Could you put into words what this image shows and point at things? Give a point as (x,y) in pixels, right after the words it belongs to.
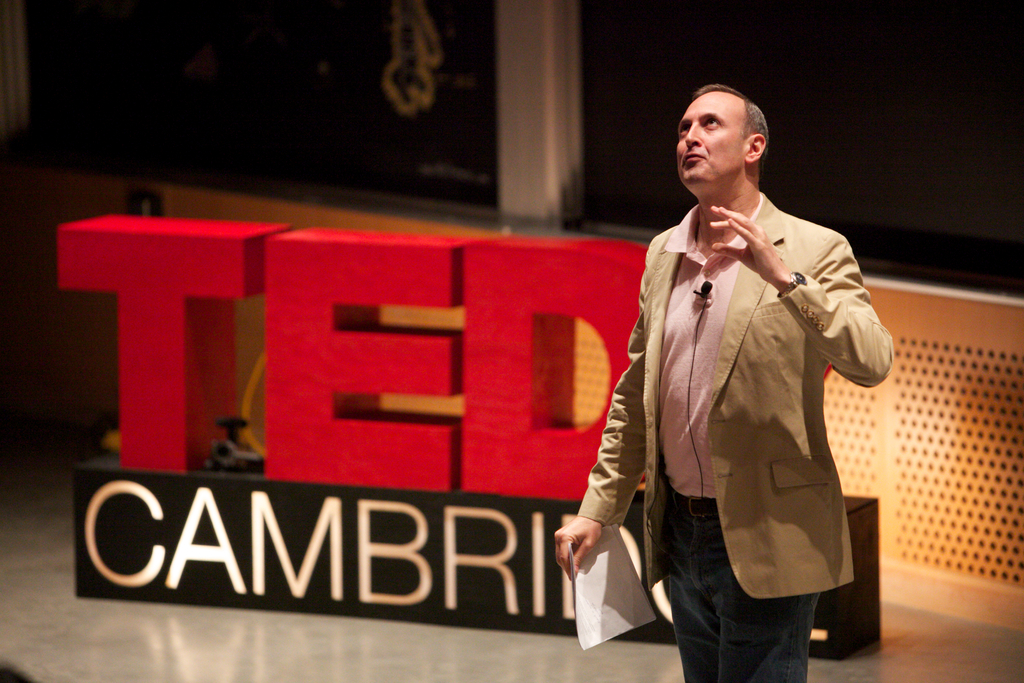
In this image there is a person (727,317) standing and holding a paper (616,584), there is a display board (448,555).
